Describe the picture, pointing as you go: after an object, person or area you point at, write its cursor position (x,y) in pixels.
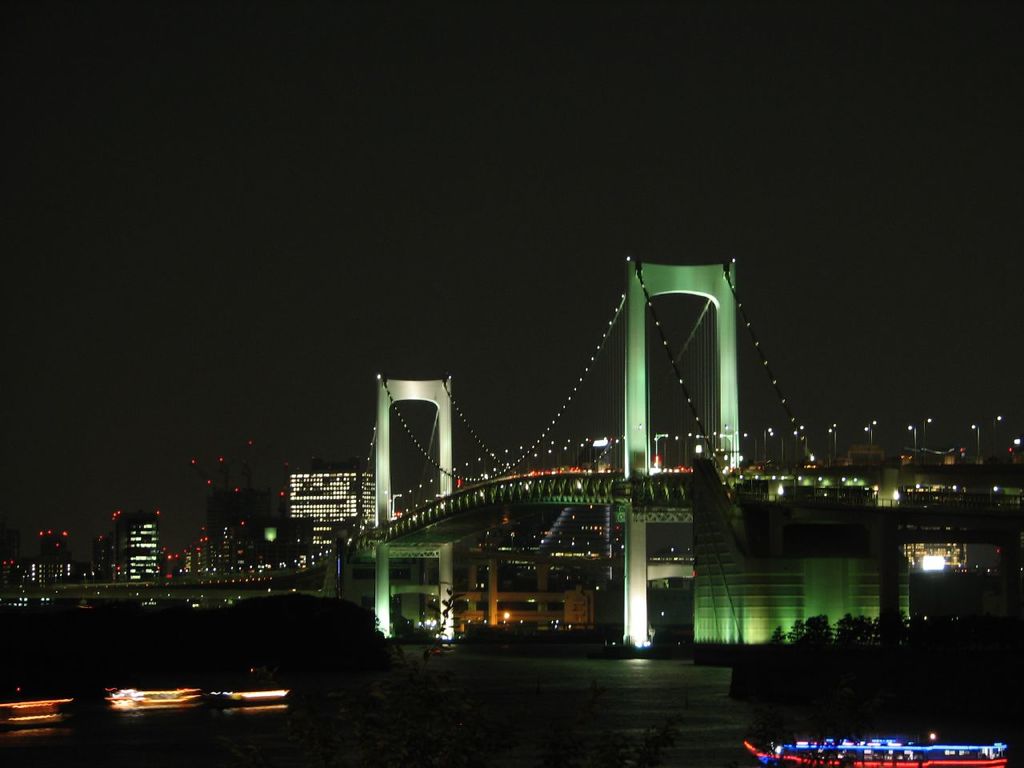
In the image there are few boats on the water surface (506,687) and above the water surface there is a bridge (400,526), around the bridge (714,469) there are many buildings (335,514), the picture is very colorful with beautiful lights (600,440), the image is captured in the nighttime.
